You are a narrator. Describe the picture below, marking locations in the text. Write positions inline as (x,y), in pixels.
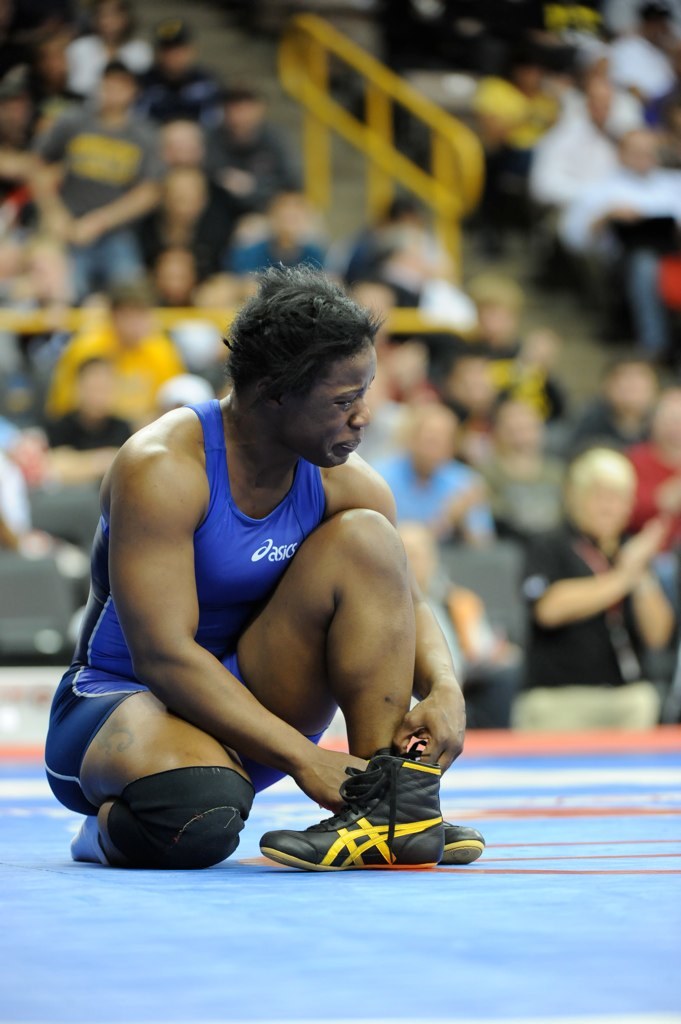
In this picture there is a woman (329,364) in the center of the image (275,359) and there are other people (285,222) those who are sitting on the chairs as audience (70,233) in the background area of the image (394,202).
